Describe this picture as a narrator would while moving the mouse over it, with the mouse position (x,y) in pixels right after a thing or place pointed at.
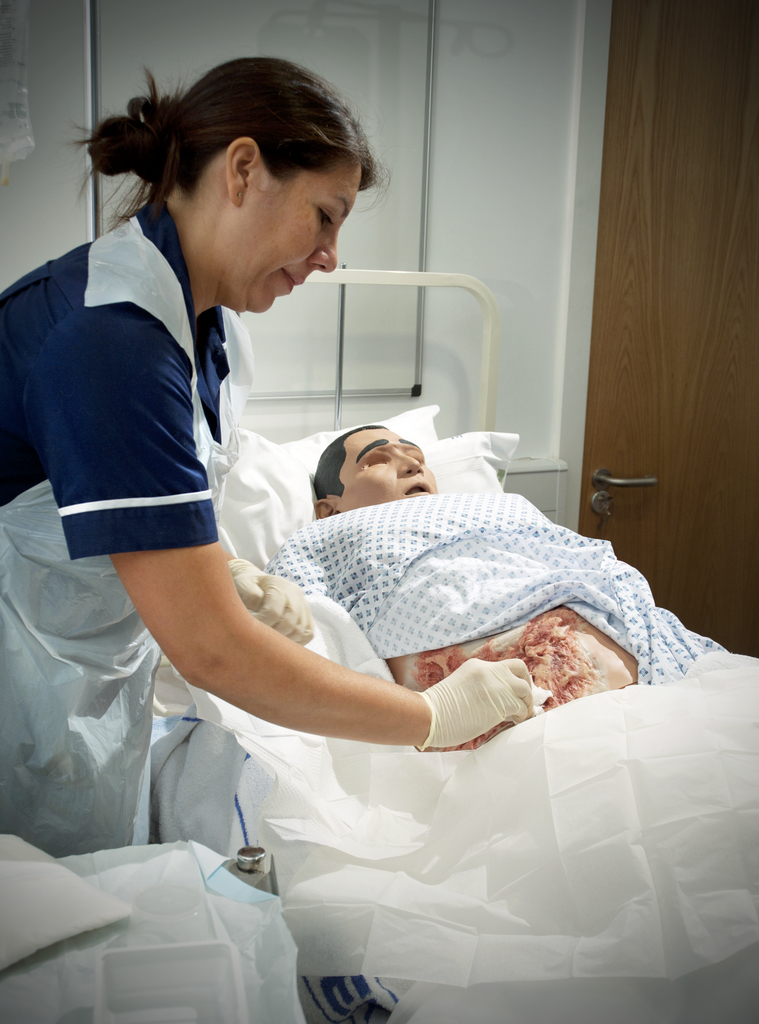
There is one woman (103,570) standing on the left side of this image (146,546) and there is one body (476,636) on the bed (295,525) is in the middle of this image (394,583). There is a white color wall (450,354) in the background (423,348). There is a door (642,400) on the right side of this image (649,336).
